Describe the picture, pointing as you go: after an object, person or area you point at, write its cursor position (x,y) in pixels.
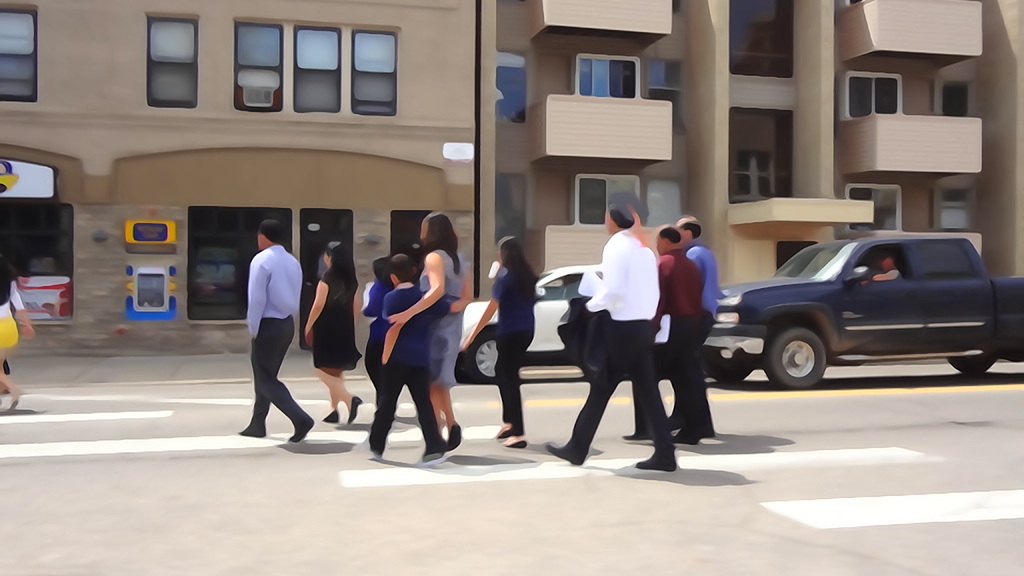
In this image, we can see some persons (325,369) crossing the road (260,444). There are cars (764,286) on the road (901,367) beside the building (810,183).
